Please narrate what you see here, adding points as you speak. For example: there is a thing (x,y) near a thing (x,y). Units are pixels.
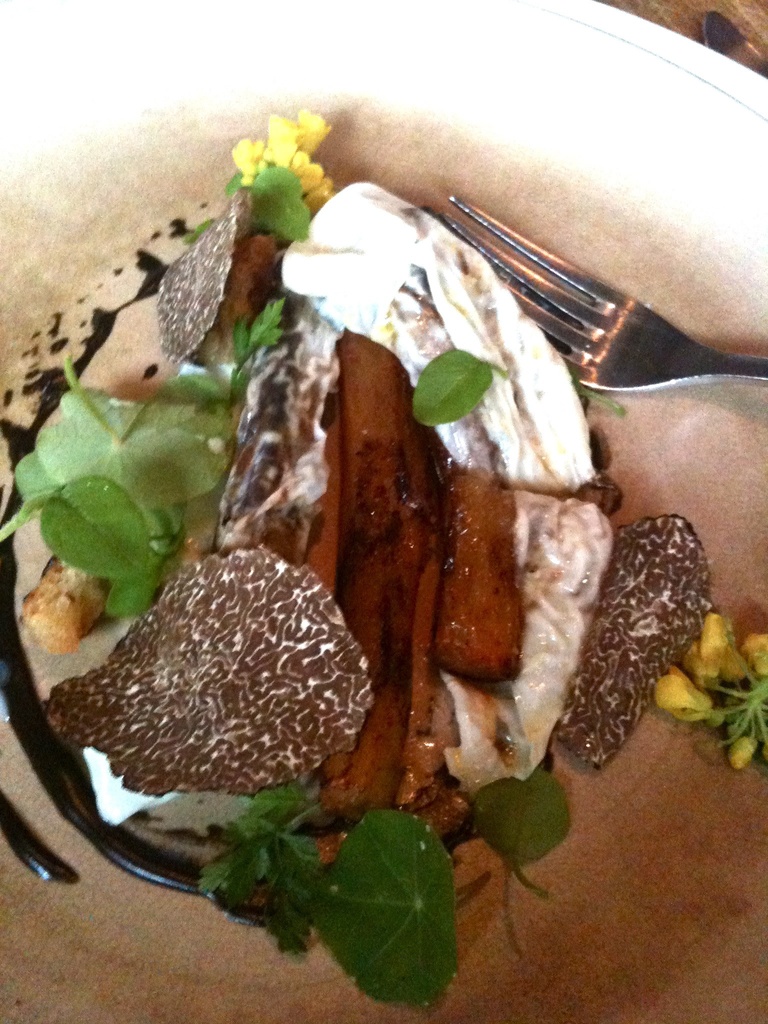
In the picture we can see a bowl (652,799) which is white in color with some food (187,760) and some leaf garnish (199,410) on it with a fork (689,367) in it.
